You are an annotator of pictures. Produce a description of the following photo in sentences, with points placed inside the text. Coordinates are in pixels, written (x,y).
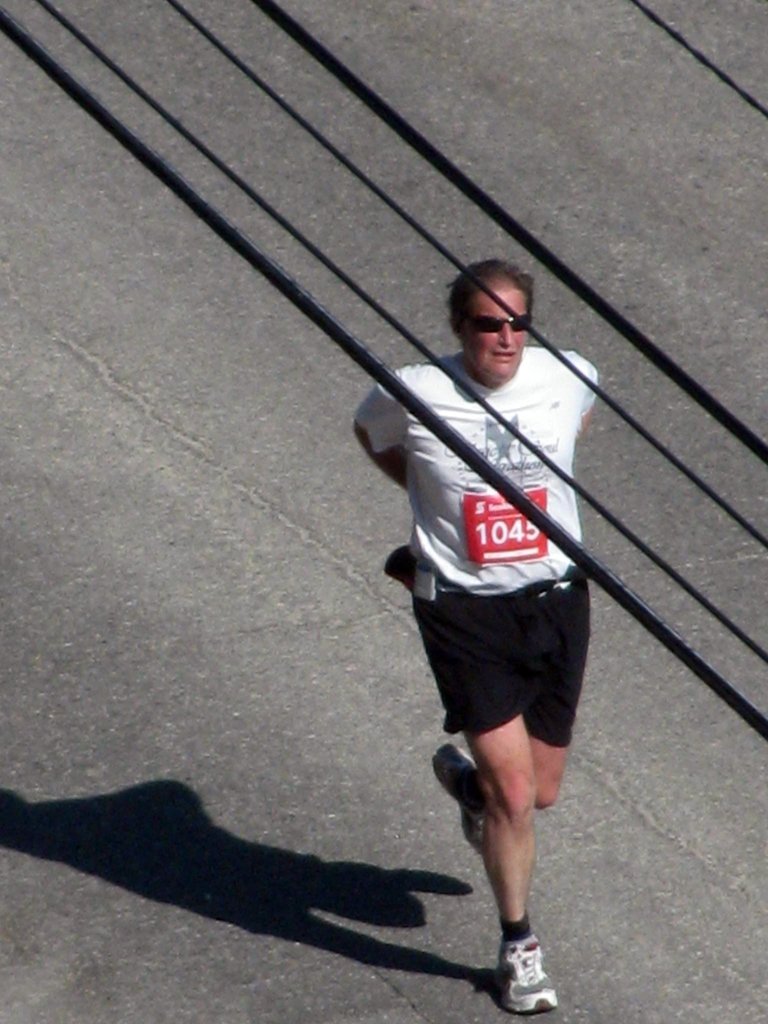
In this image in the center (478,521) there is a person (528,601) running on the road (709,118) and on the top (306,241) there are wires (325,261) which are black in colour.
